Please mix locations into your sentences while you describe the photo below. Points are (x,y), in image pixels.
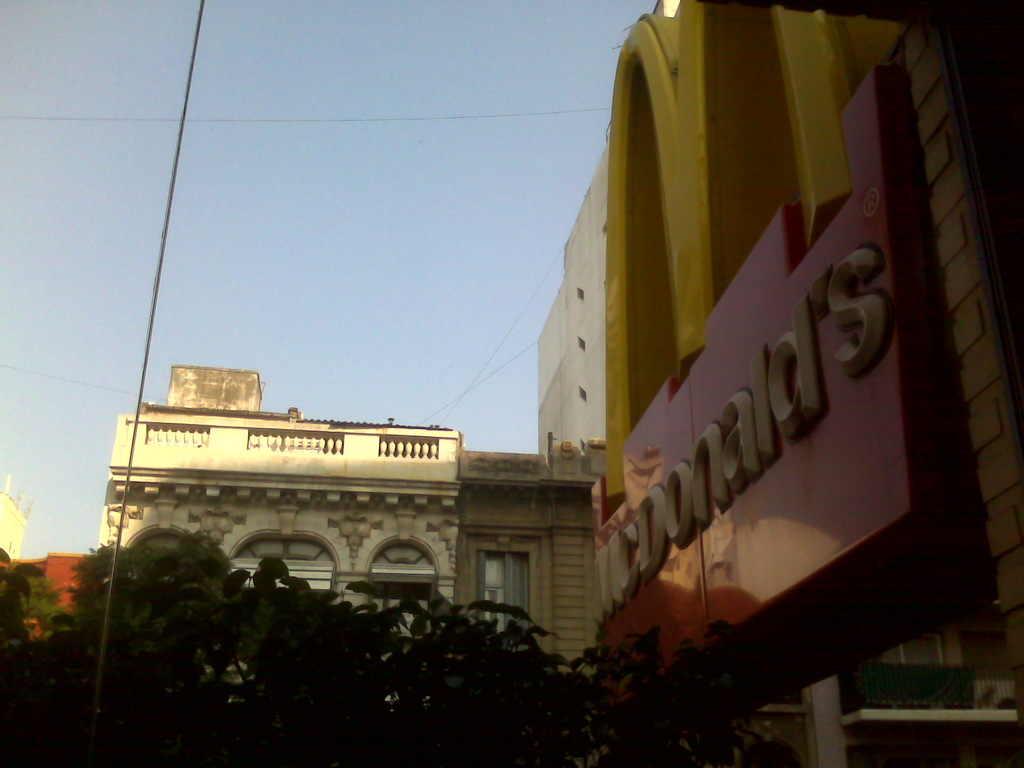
In this image I see the buildings (473,484) and I see something is written over here and I see the leaves (295,665) and I see the wires (126,391). In the background (339,289) I see the sky (323,262).
